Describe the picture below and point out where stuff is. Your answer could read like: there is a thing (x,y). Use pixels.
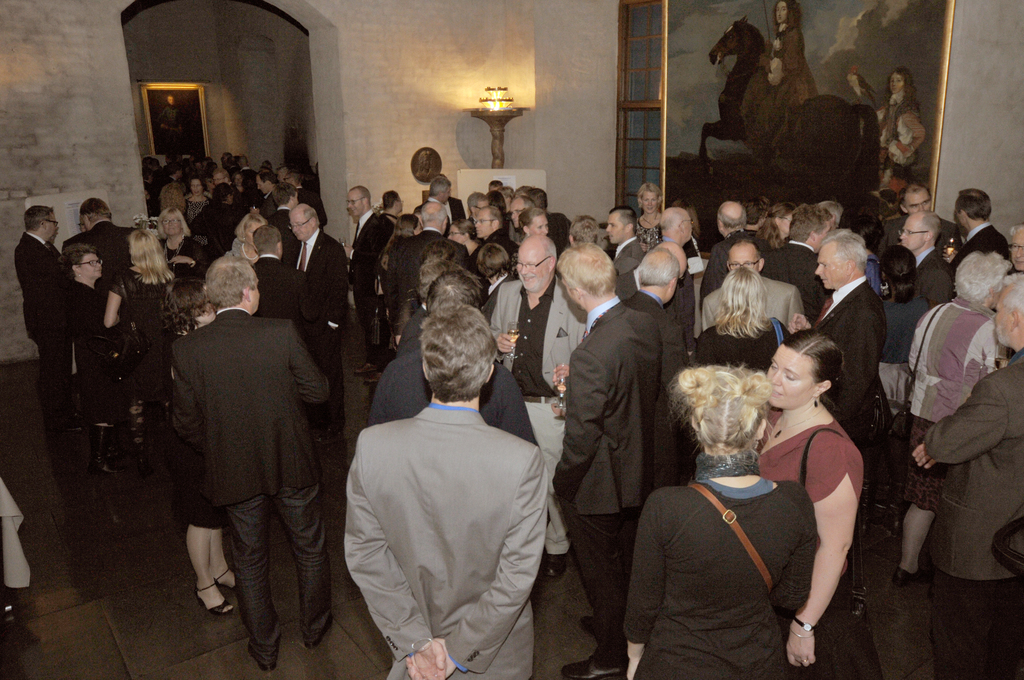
In this image, we can see a crowd (830,238) standing and wearing clothes (267,281). There is a light (486,106) at the top of the image (499,89). There is a painting (706,62) in the top right of the image (811,173).
